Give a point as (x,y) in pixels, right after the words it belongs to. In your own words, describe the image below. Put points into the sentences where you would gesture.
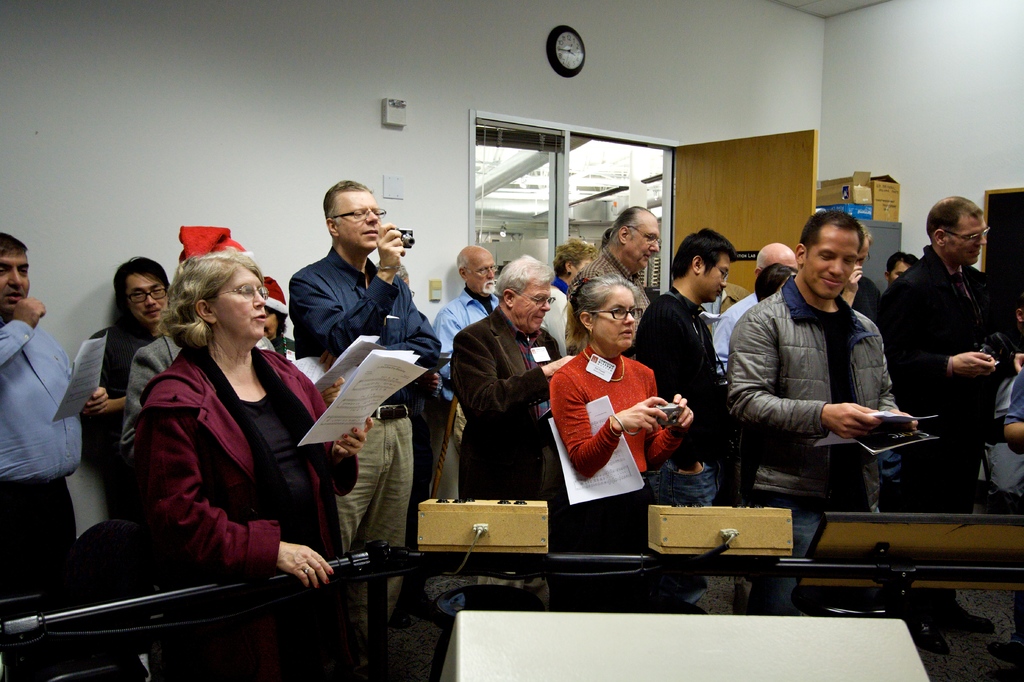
In this Image I can see the group of people (566,373) with different color dresses (509,414). These people (454,425) are holding the papers (364,391) and one person (373,295) is holding the camera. In-front of the people (356,439) there is a railing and some boxes (514,529) can be seen. In the back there is a clock (562,37) to the wall (244,132) to the right (860,197) I can see some cardboard boxes (879,185). I can also see the brown color door (676,199).
